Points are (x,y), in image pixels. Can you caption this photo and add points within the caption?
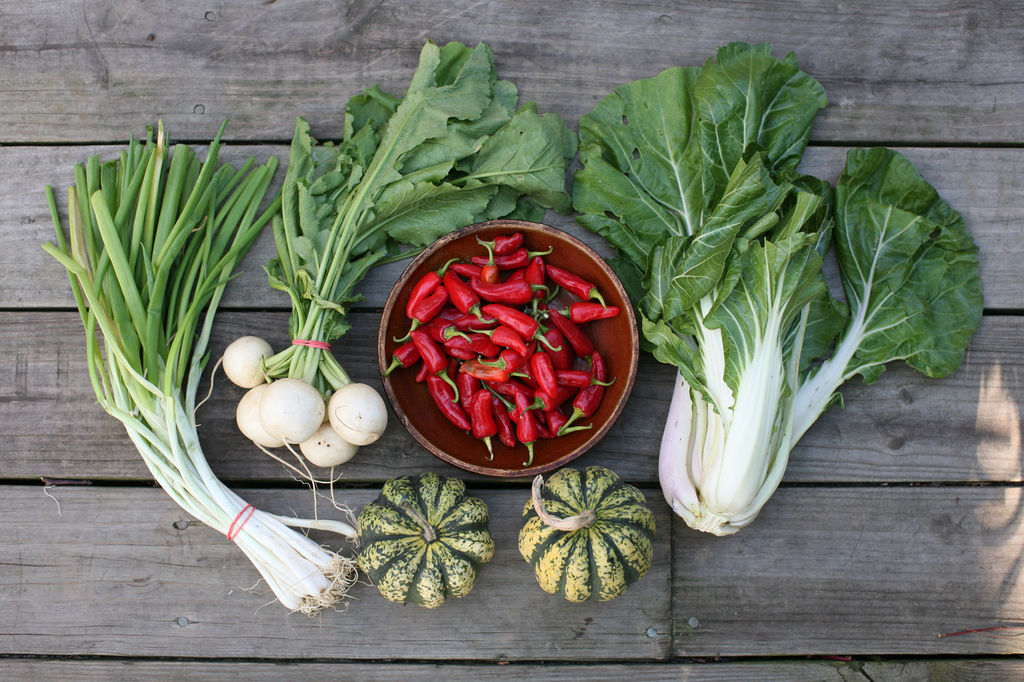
In the image we can see there are vegetables (341,236) kept on the table (40,294) like spring onions (88,283), turnips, pumpkins (454,559) and there red chilies (529,352) kept in a bowl (558,297).
